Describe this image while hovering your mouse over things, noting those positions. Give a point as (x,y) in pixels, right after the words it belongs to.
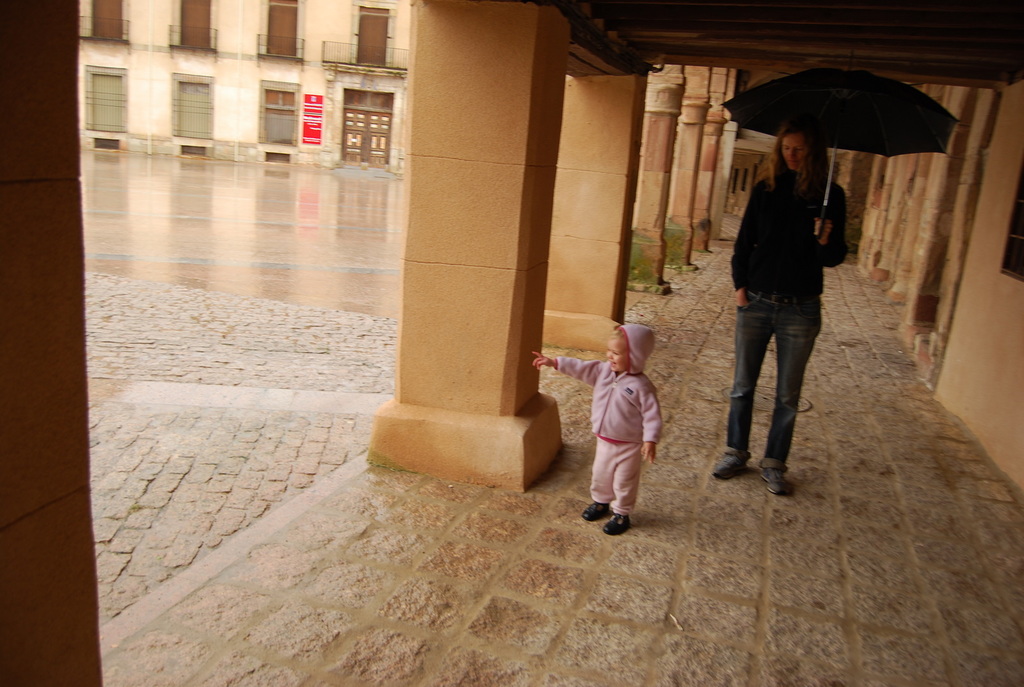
In this image there is one woman (807,343) who is standing, and she is holding an umbrella (839,135) and there is one baby (621,424). At the bottom (520,553) there is a walkway (841,412) and there are some pillars (705,120), on the right side (848,227) and left side (76,324) and in the background (249,85) there are buildings (329,101).
